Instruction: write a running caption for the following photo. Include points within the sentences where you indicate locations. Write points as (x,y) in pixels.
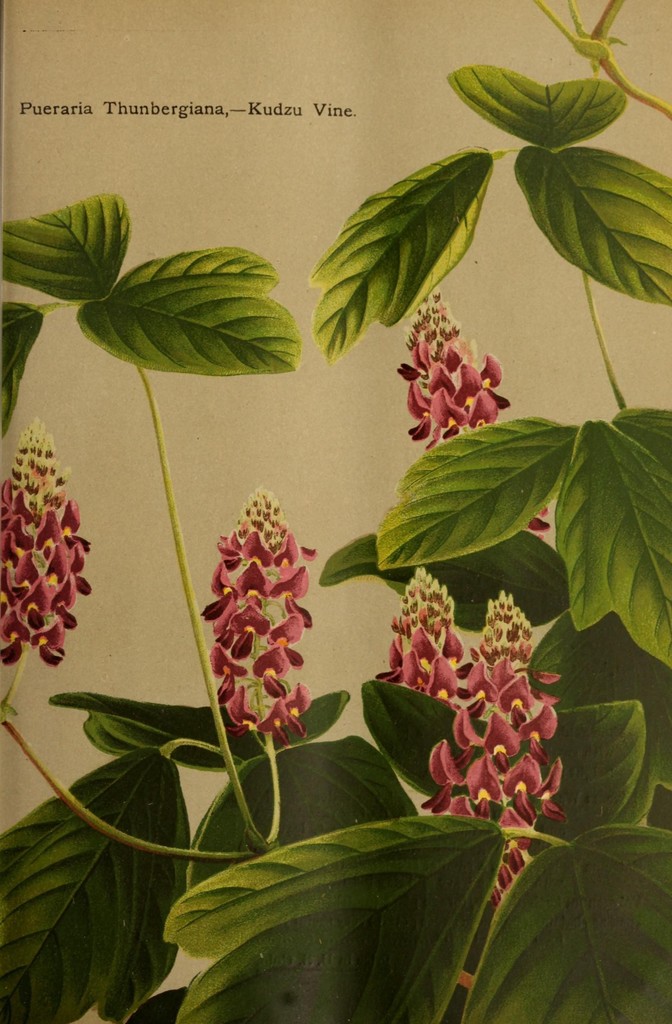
There is a page (437,322) in the image on which there are flowers (295,600), leaves (419,553) and text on it.
